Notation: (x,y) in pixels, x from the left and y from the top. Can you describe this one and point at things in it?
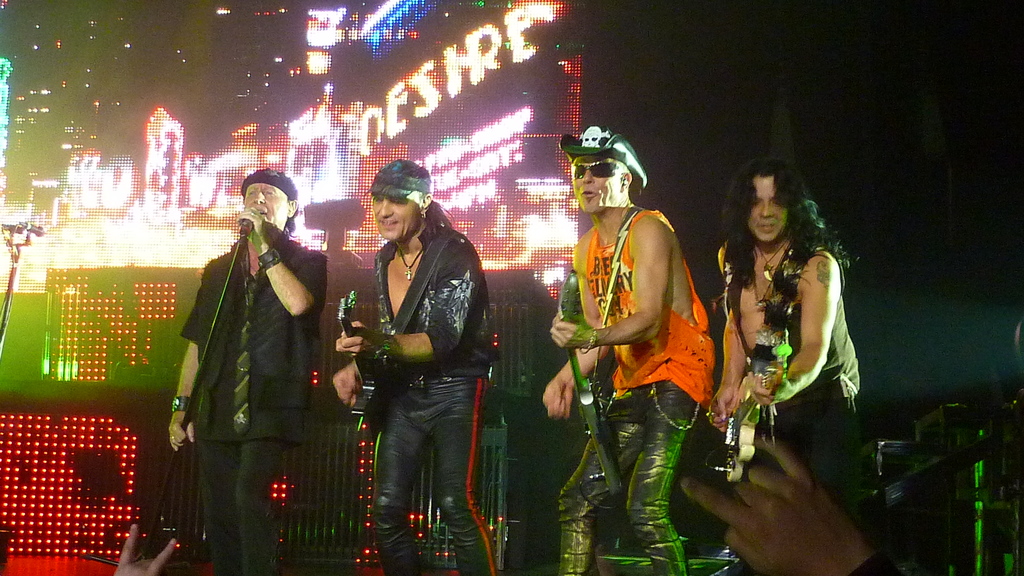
This picture is clicked at a stage performance, there are four people (429,350) performing. On the right (782,339) there is a man (765,371) he is playing guitar (775,362). In the left (253,300) there is a man (251,347) he is singing. In the background (552,76) there is a big screen (318,93).
